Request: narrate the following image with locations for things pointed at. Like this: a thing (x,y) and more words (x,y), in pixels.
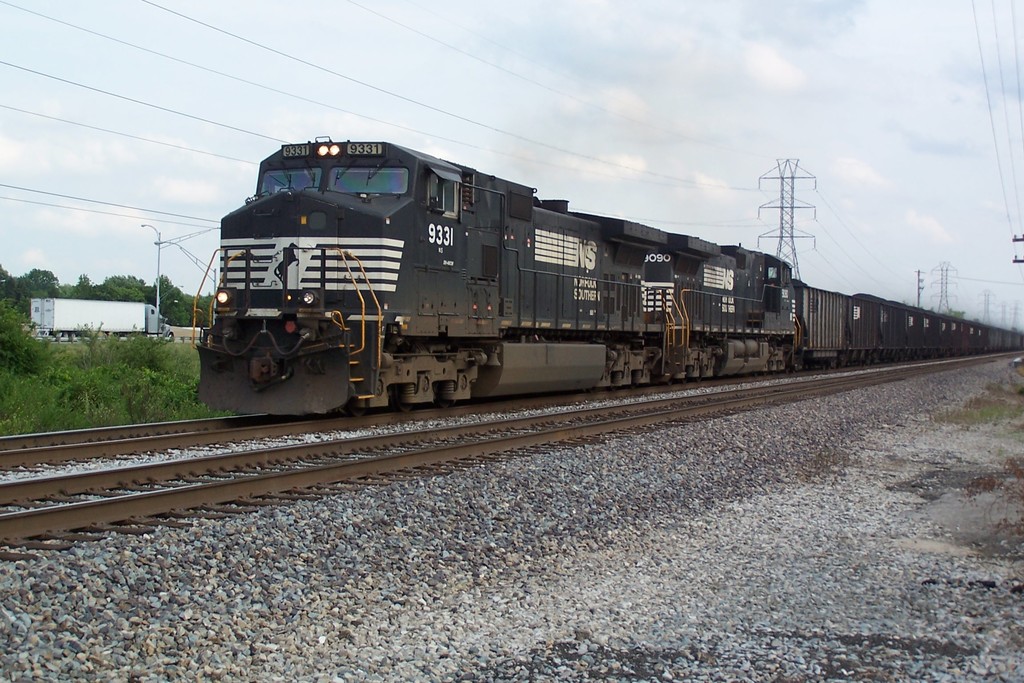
In the picture I can see the train (600,367) on the railway track (600,398). I can see another railway track (680,397) and concrete stones (684,555). I can see the transmission poles (796,254) on the right side (777,213). There is a vehicle (162,316) on the left side (54,329). I can see the trees (134,281) and a light pole (166,244) on the left side (130,297). There are clouds (497,143) in the sky (626,91).
